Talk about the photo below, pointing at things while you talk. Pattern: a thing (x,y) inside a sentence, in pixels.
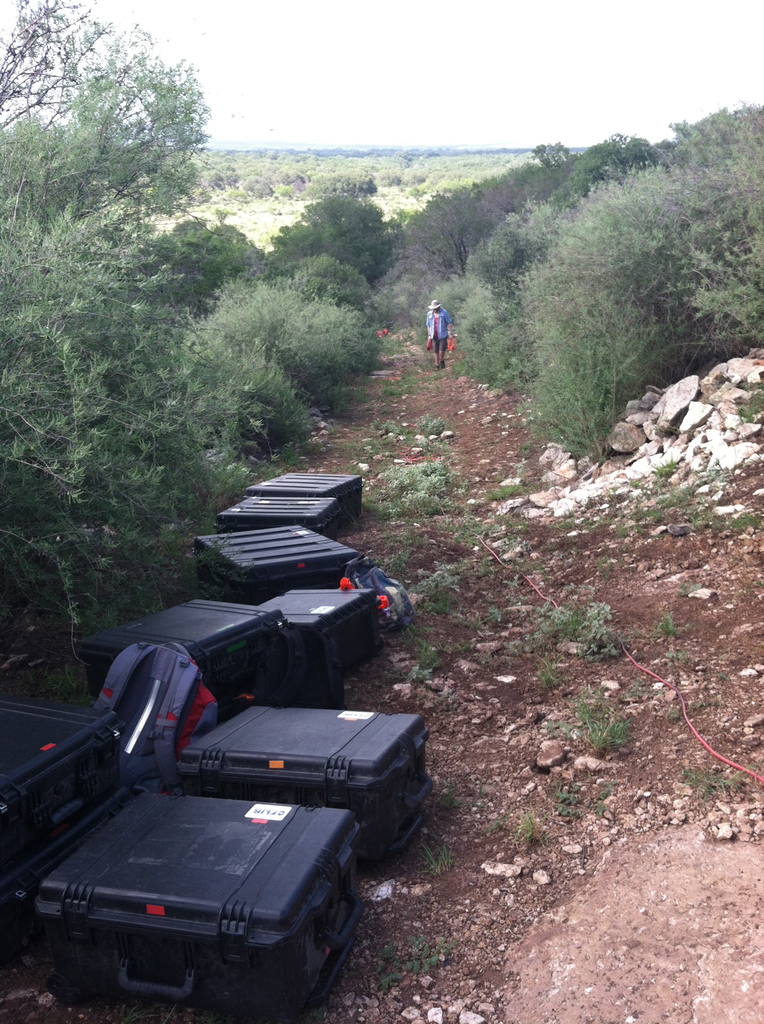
In this image we can see suitcases (272,598), bags (151,728), trees (340,347), grass (729,784), stones (444,436) and we can also see a person (434,311) standing.
